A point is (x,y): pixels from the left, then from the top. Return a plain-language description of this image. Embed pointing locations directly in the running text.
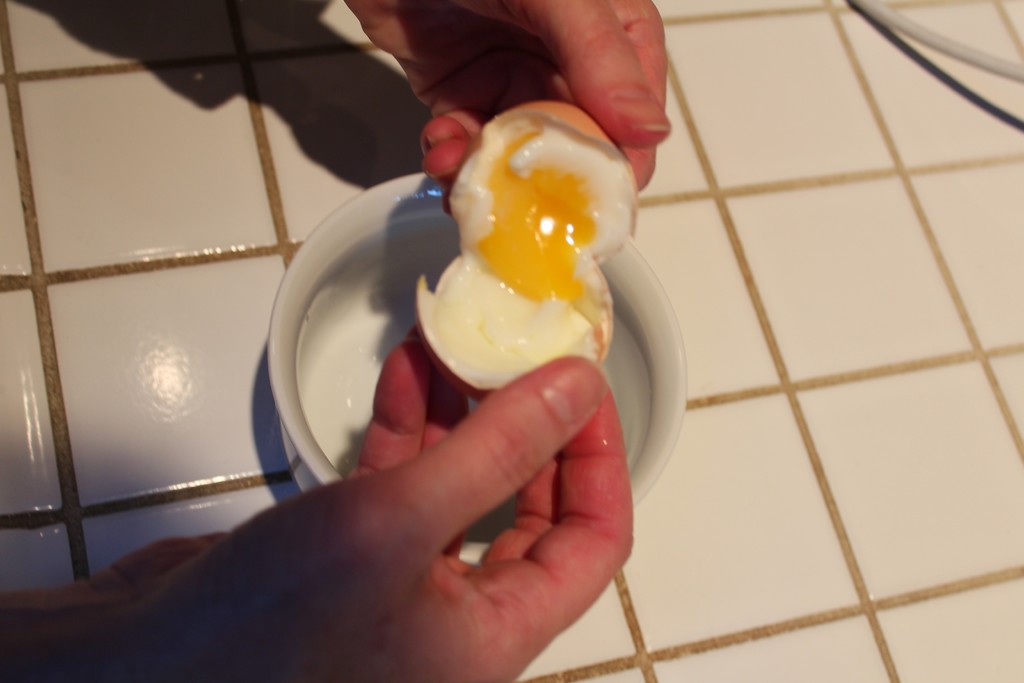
In this image we can see the human hands (566,58) holding egg (502,123). We can see egg yolk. There is tiled surface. There is a wire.
